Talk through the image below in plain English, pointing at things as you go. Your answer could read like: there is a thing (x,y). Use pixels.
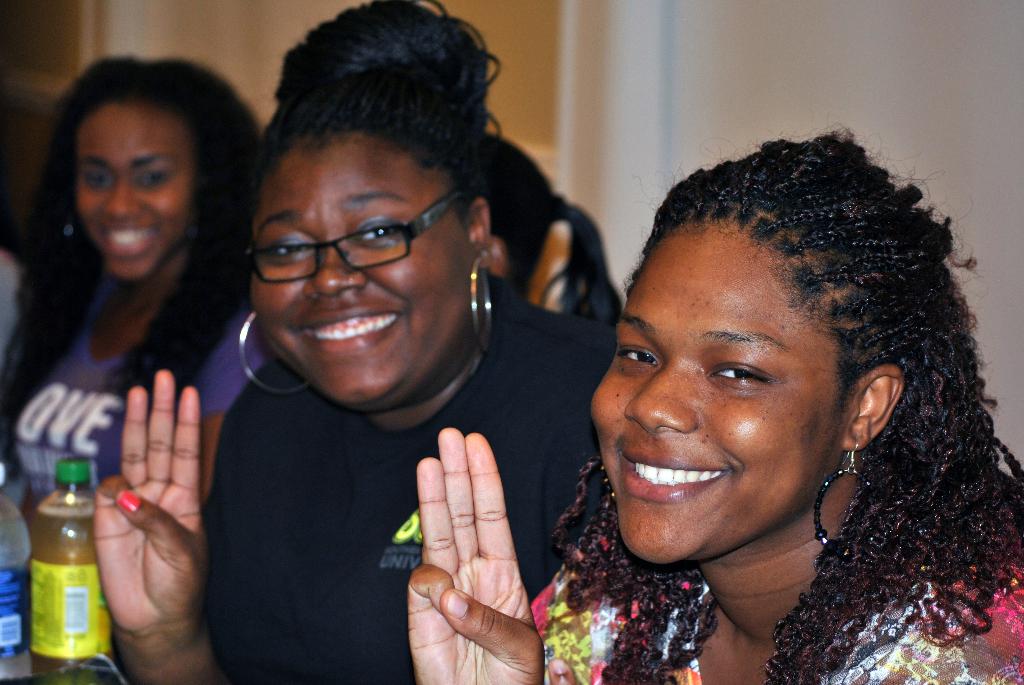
This image consists of three women (539,436). On the left (13,535), we can see two bottles (63,551). In the background (660,87), there is a wall (677,167).
